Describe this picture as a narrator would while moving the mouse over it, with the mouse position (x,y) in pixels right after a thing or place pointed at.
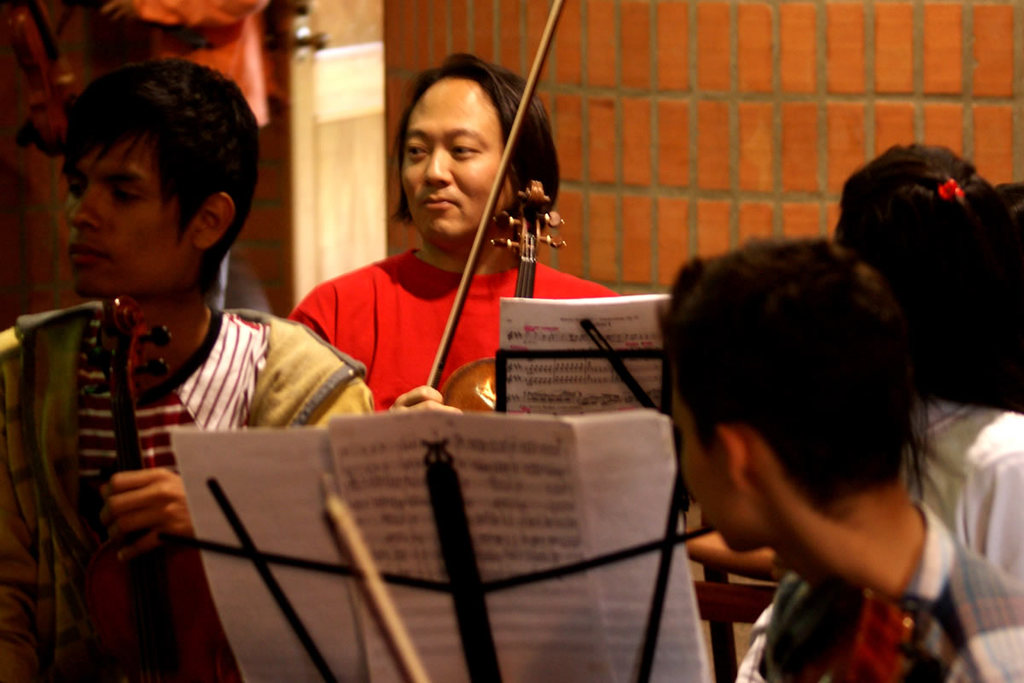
This picture describe about a group of people (438,224) playing violin (151,639). In front we can see a boy (320,380) wearing brown jacket (296,387) and holding a violin (139,642), behind a man (398,329) wearing red t-shirt (503,290) is holding violin (530,229) and a stick (524,99) in his hand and smiling, On the right (814,486) we can see a boy (719,388), In middle (533,454) a musical notes (492,479) on the stand (433,482) and a red brick wall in behind.
